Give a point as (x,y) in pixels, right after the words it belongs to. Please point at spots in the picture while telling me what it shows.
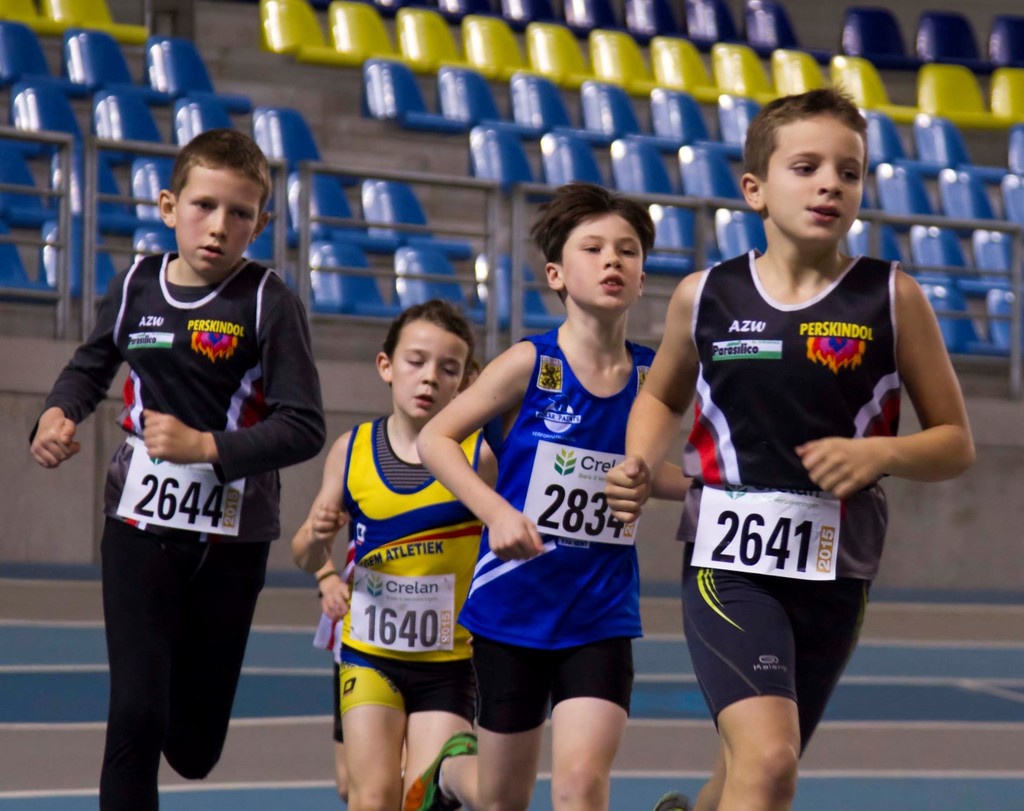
In this image I can see four people (477,411) running. They are wearing different color dress (756,481) and sticker (761,537) is attached to the dress (737,573). Back Side I can see blue and yellow color chairs (487,72).
